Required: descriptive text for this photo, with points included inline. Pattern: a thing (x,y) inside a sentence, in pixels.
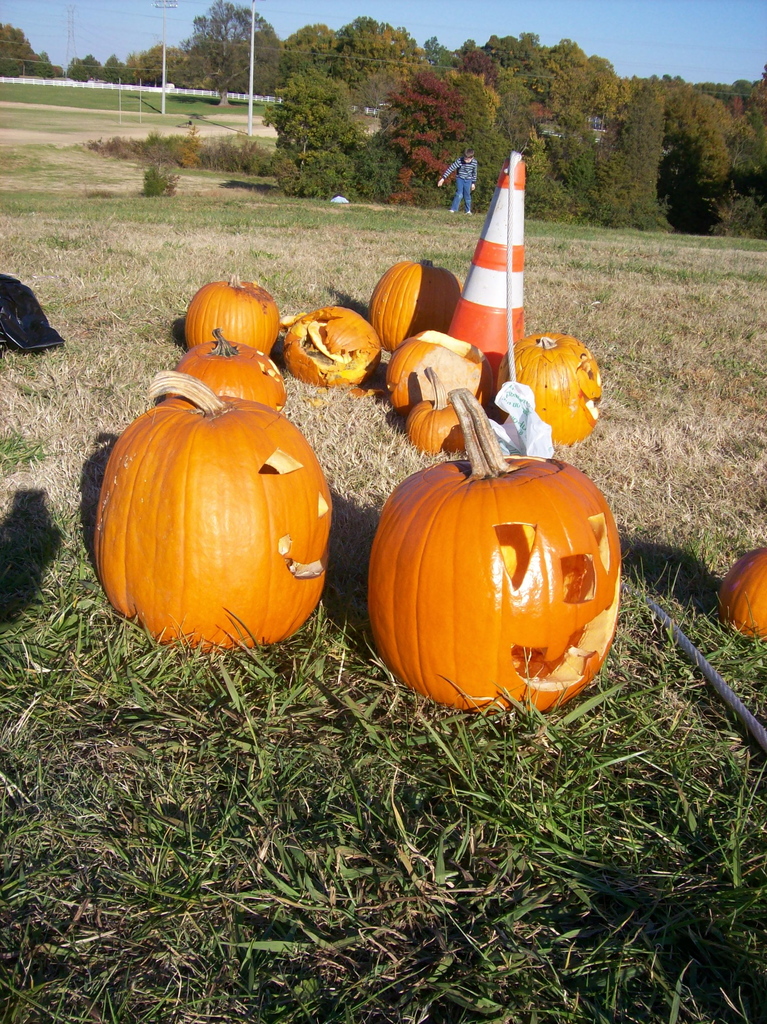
In this picture we can observe pumpkins (413,422) placed on the ground (157,323) which are in orange color. We can observe a traffic cone (489,271). There is some grass (132,793) on the ground (194,279). We can observe a person (460,189) standing here. In the background (360,138) there are trees (270,114), poles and a sky (611,38).
